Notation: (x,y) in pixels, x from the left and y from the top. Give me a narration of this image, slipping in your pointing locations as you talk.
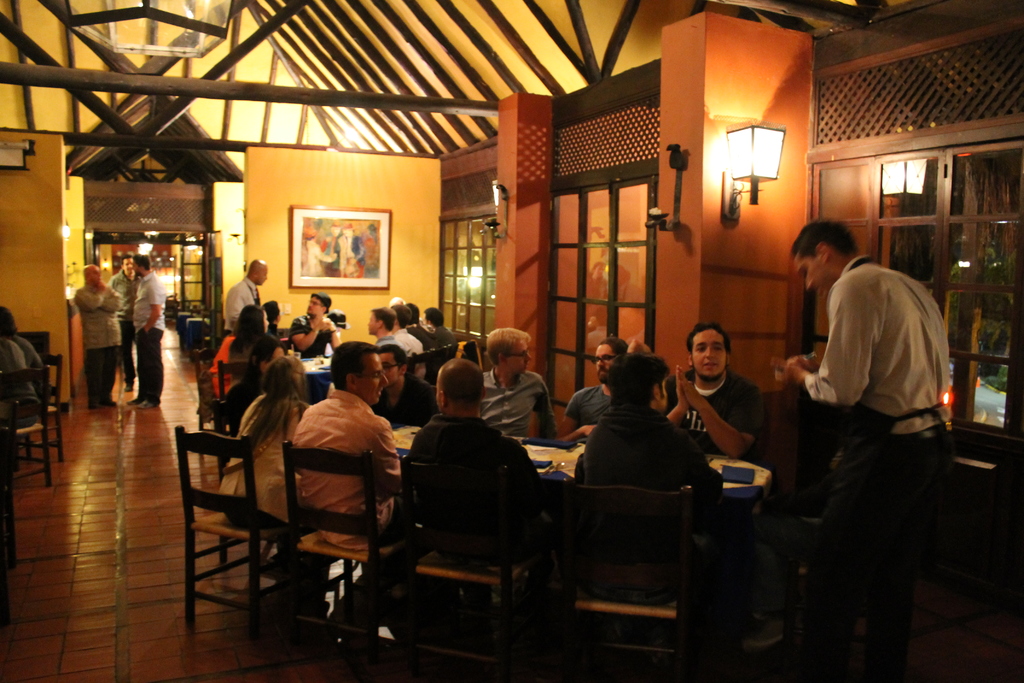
There are many persons (366,382) sitting on chairs (424,554). Some are standing. There is a red wall (705,239) with wall lamps (757,163). In the background (330,221) there is a painting (349,257). There are windows (585,266). And there are many tables (554,447).
